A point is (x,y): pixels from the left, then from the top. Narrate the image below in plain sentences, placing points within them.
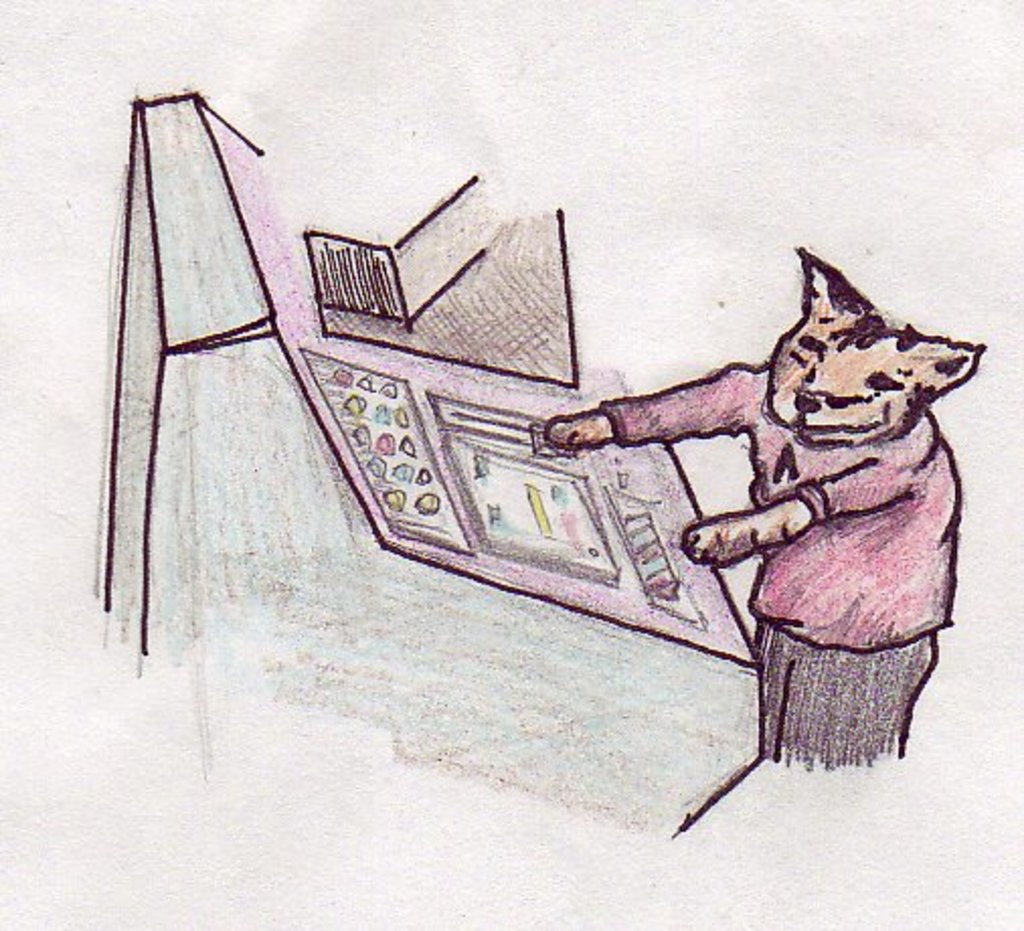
This image consists of a drawing (546,431). On the right (783,695), it looks like an animal (897,618).
